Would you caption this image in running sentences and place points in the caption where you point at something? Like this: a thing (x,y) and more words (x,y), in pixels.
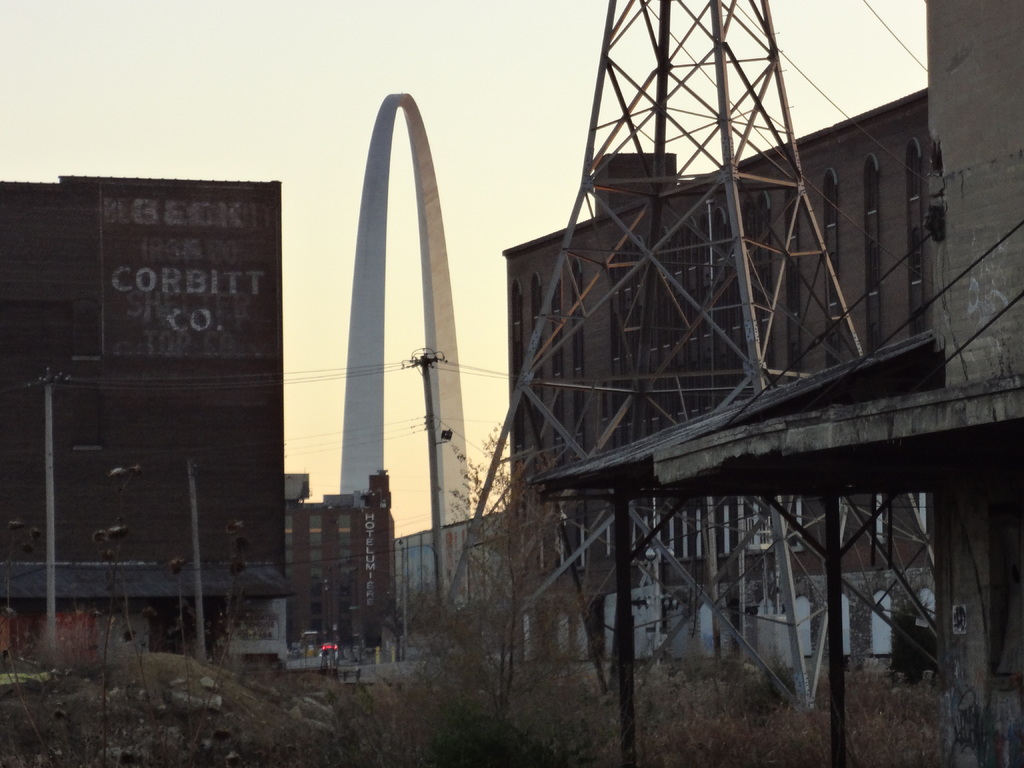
In this image I can see many trees (512,695) and the tower (560,266). In the background (280,436) I can see many boards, poles (438,520), buildings (514,508) and the sky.
